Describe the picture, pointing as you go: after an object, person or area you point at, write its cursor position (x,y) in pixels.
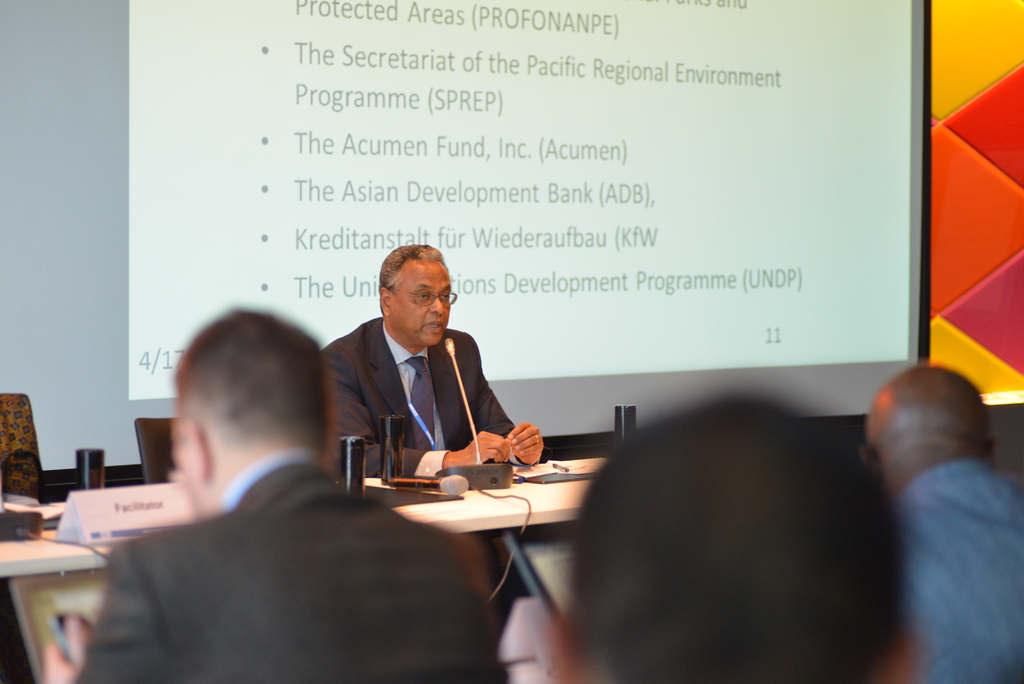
In this image a person (403,329) wearing a suit (389,352) and tie (428,378) is sitting. Before him there is a table (482,498) having mikes (480,485) and few objects (383,490) on it. Bottom of image (835,581) there are few persons (880,528). Left bottom a person (207,637) is having a laptop (48,636) before him. Top of image (852,135) there is a screen (880,215) having some text (480,159) displayed on it.
